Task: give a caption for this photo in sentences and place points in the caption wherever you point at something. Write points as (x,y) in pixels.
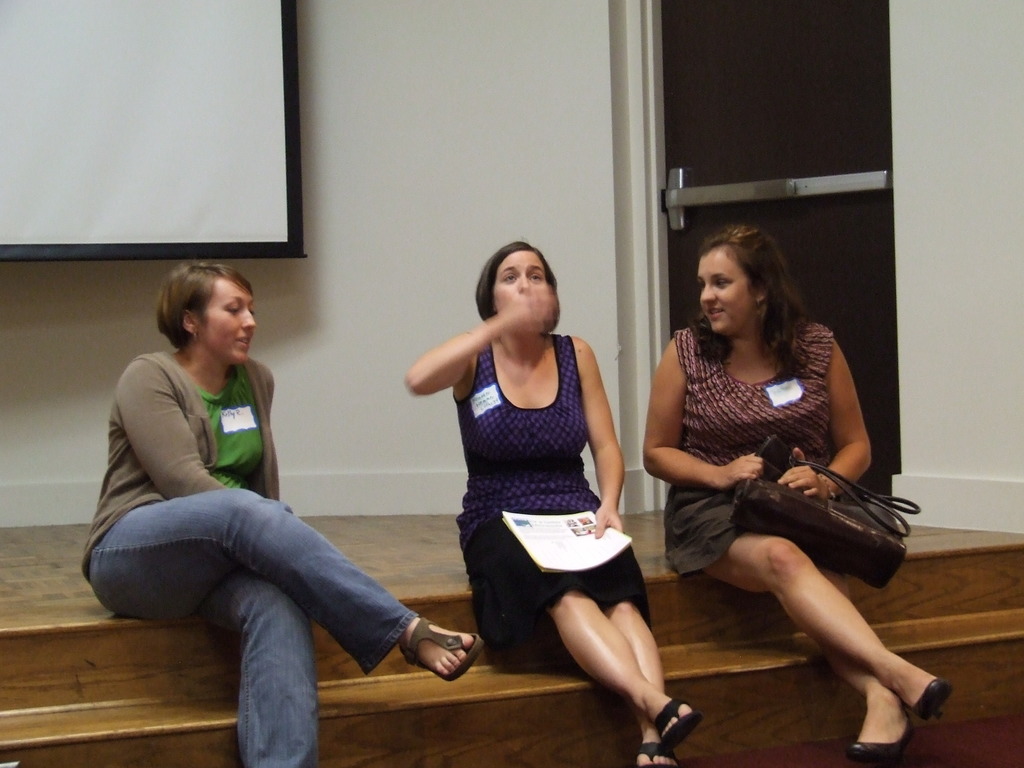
This picture is clicked inside. On the left (189,444) there is a woman (216,437) wearing green color t-shirt (218,409) and sitting on the platform (89,611). In the center (531,352) there is another woman (529,367) wearing blue color dress (554,443), holding some papers (573,543) and sitting on the wooden platform (427,561). On the right (772,348) there is another woman (772,348) wearing t-shirt (739,419), holding a bag (824,517) and sitting on a wooden platform (1003,657). In the background (458,101) we can see the wall (444,120), projector screen (98,132) and a door (672,93).
